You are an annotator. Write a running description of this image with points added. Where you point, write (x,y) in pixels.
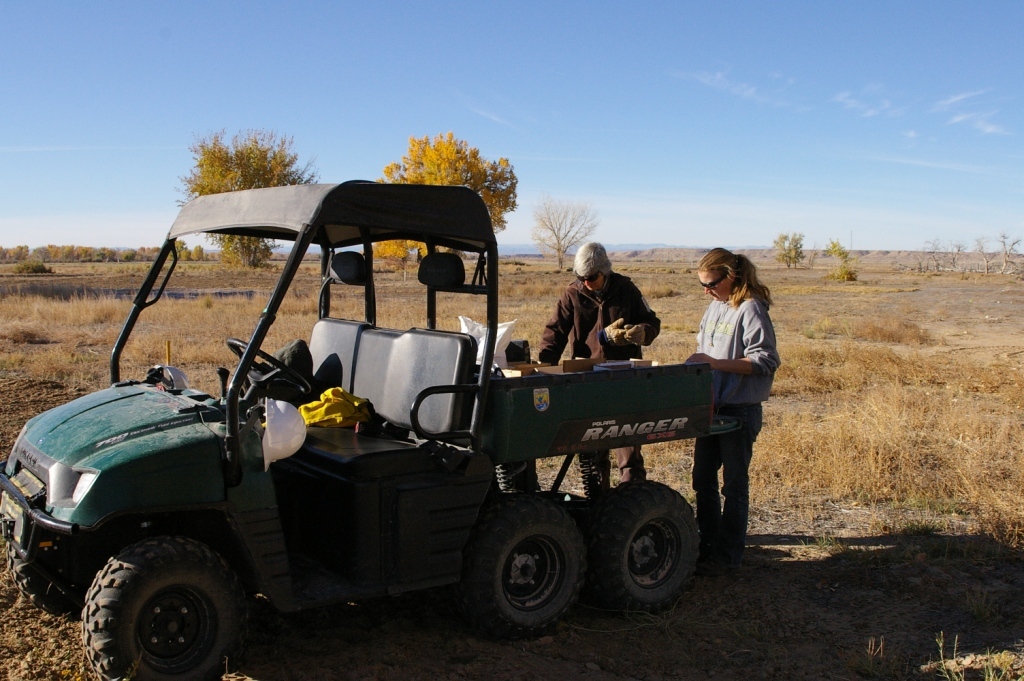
In this picture I can see a mini truck (505,520) and couple of them (768,384) standing and man (593,331) holding something in his hands (624,343) and I can see trees (248,136) and grass (925,371) on the ground (925,371) and a blue cloudy sky (738,195).
